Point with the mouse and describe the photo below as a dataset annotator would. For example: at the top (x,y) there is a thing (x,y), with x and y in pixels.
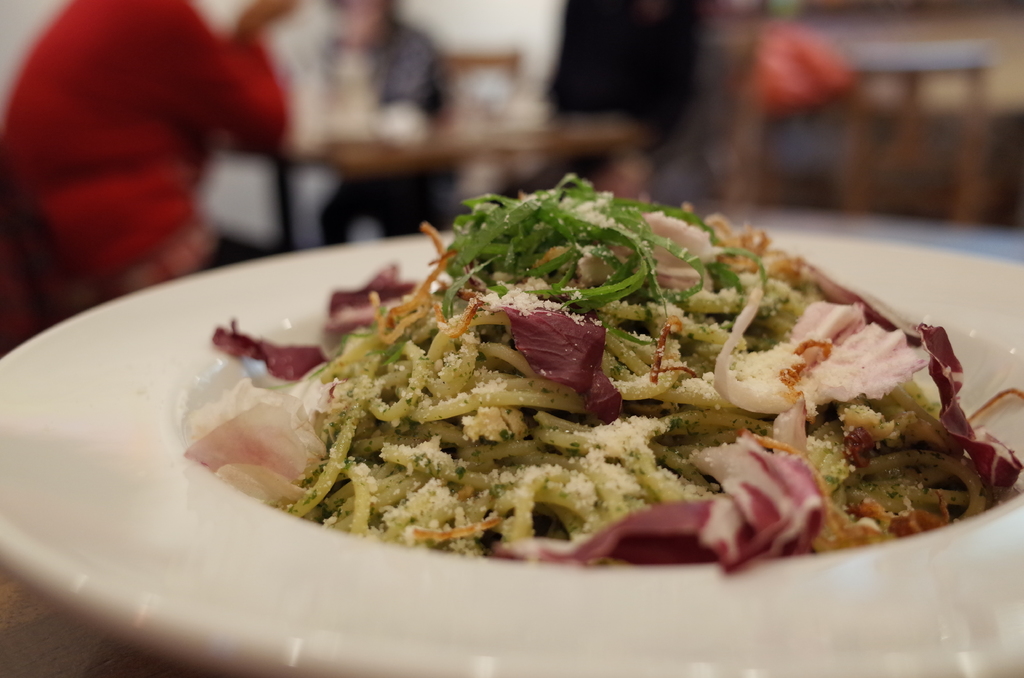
In this image in the foreground (454,335) there is a plate (59,515), and in the plate (1019,271) there is some food (473,275) and there is a blurry background (176,85) but we could see two people (262,84) sitting and tables (379,149).
